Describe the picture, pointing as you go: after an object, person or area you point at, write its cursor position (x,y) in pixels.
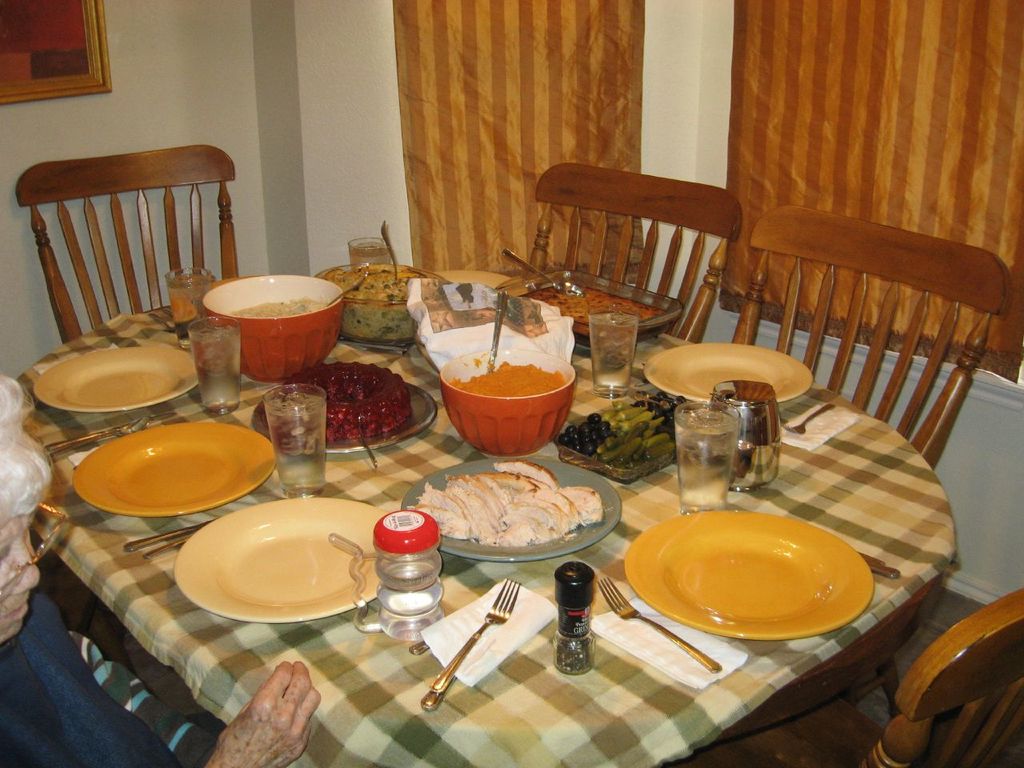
In center of the picture (522,466) we can see a table (471,722) on the top of which plates (784,552), glasses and bowls (406,324) containing food items (586,294), platters (586,294) containing food items (645,443) and some other items (431,594) are placed and we can see the wooden chairs (766,244). On the left (77,670) there is a woman (135,745) seems to be sitting on the chair (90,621). In the background (36,1) we can see a picture frame (82,30) hanging on the wall (225,80) and we can see the curtains (462,143).
